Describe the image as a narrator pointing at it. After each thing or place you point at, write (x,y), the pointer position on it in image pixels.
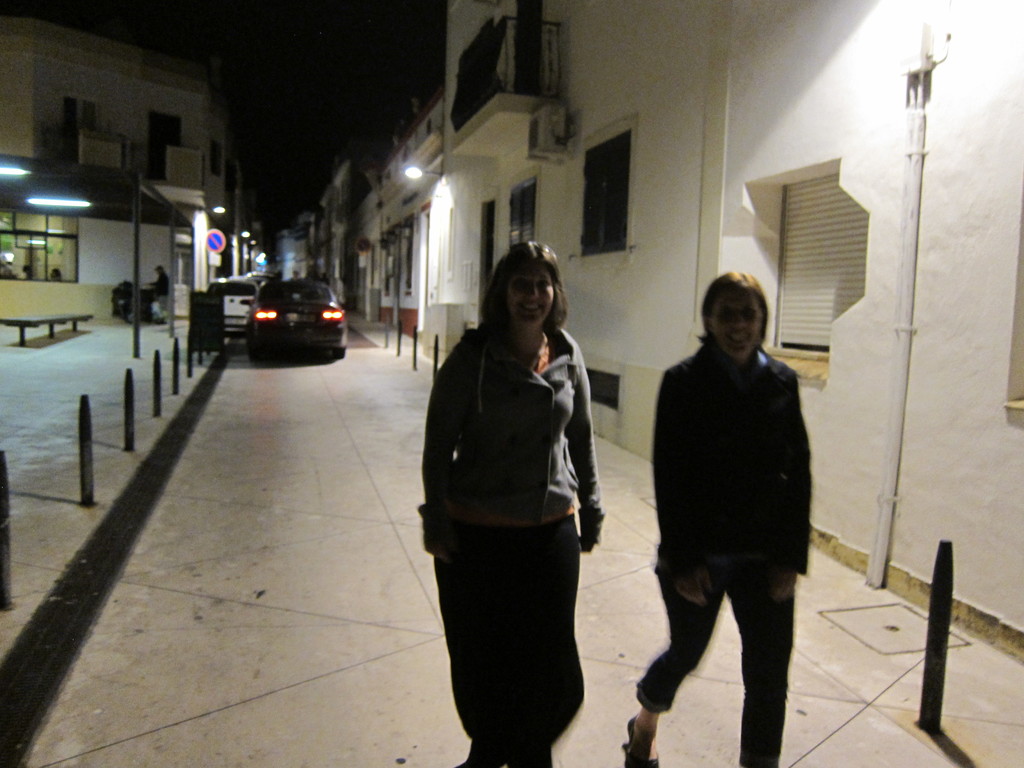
In this picture we can see two people (507,643) walking on the road (413,605), here we can see metal poles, vehicles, buildings (598,184), lights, bench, sign board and in the background (426,88) we can see it is dark.
